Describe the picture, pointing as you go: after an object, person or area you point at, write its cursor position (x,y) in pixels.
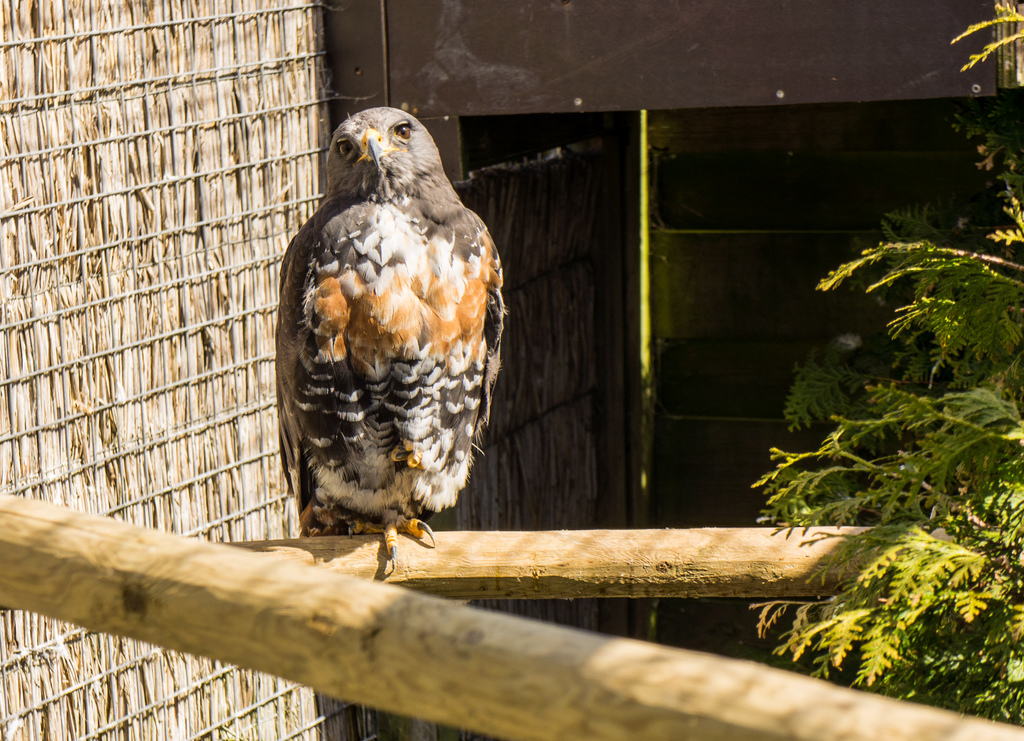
In this image we can see a hawk (309,300) on the branch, there are the eyes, beside there is the tree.
